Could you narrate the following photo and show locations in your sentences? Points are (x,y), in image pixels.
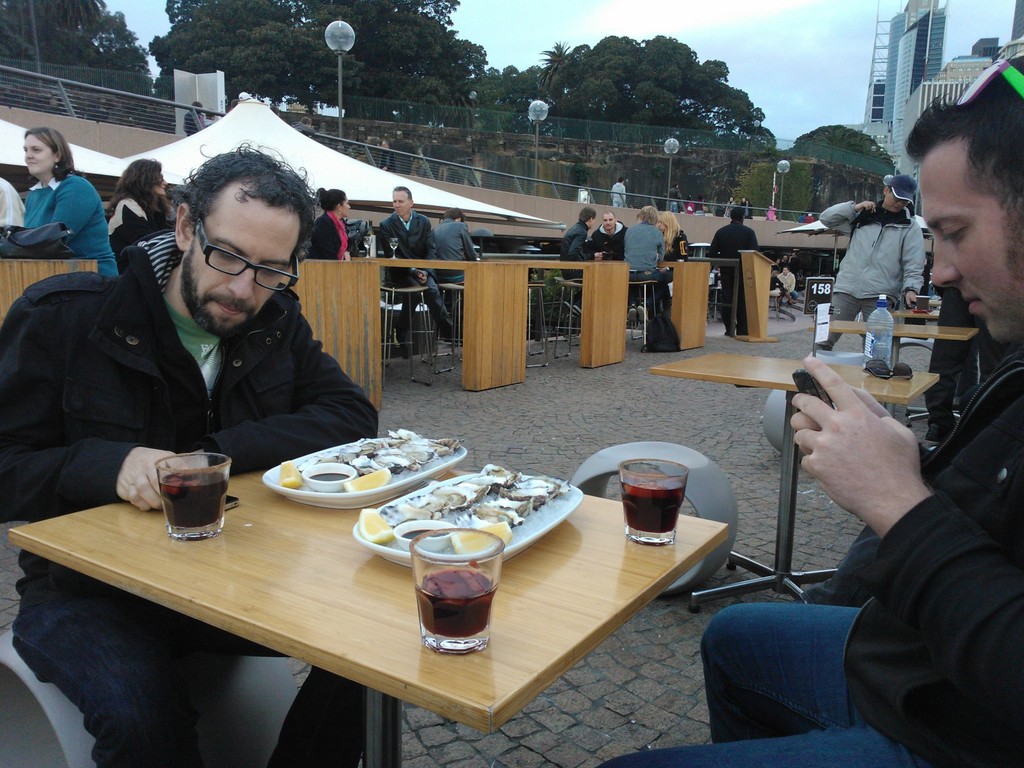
In this picture there is a man (199,397) who is wearing black jacket (210,394) and a green t shirt (200,355) is sitting on the chair (77,741). There is another man (922,596) who is wearing a black jacket (921,567) and is also sitting on the chair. He is looking into his mobile phone (811,390). There is a table (320,571). There is a wine (191,512) in the glass (204,515) which is placed on the table (220,569). There is a plate (315,496). There is a bowl (330,485) and some food (395,460). There are group of people (446,269) who are sitting on the chair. There is a man (875,228) who is wearing a gray shirt (871,259) and a cap (897,194) on his head (910,200). He is standing. There is a bottle (874,334) on the table (890,381). There is a tree (262,38) at the background (286,40). The sky (496,25) is blue. There is a building (898,68) at the background (921,79).
